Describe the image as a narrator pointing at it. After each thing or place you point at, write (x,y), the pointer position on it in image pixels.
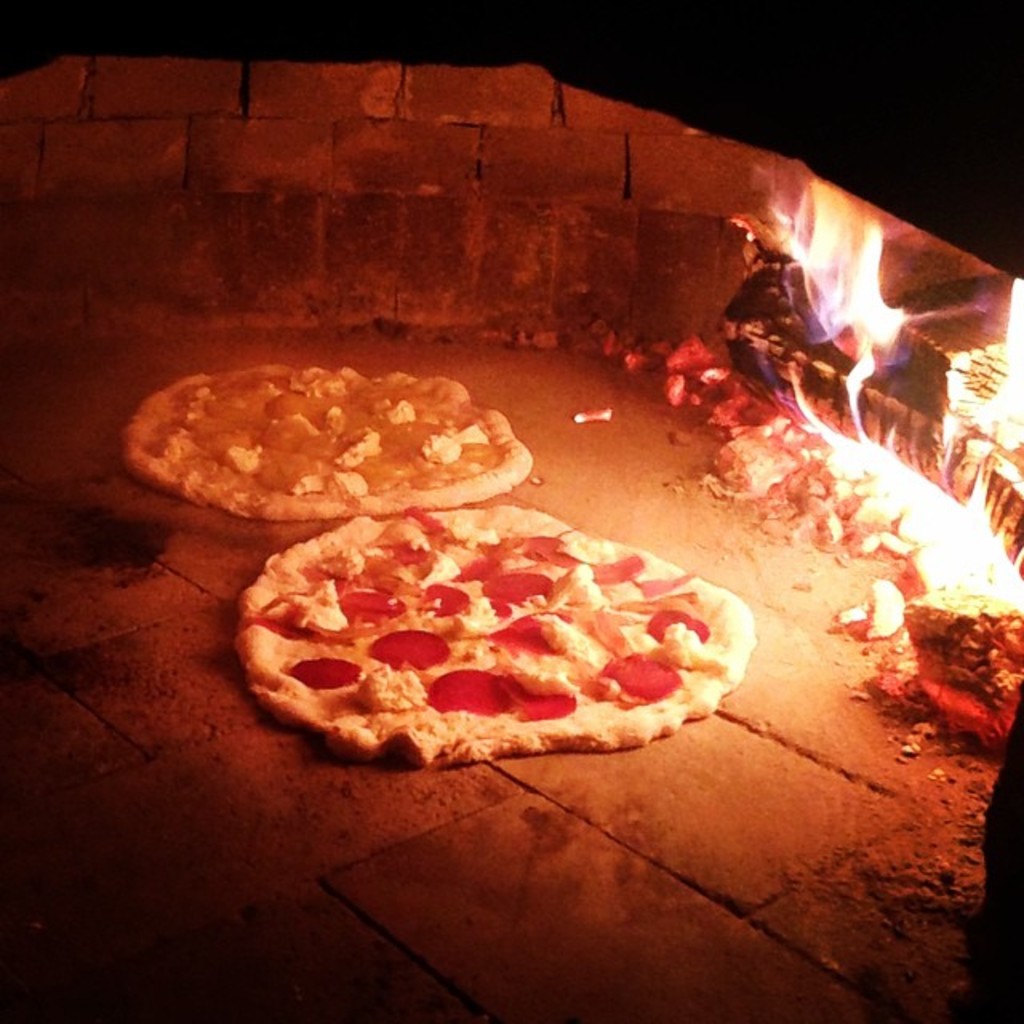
In this picture we can see food items (391,444) on the floor (430,809), fire (963,492), wall (421,275) and some objects (974,695) and in the background (796,93) it is dark.
